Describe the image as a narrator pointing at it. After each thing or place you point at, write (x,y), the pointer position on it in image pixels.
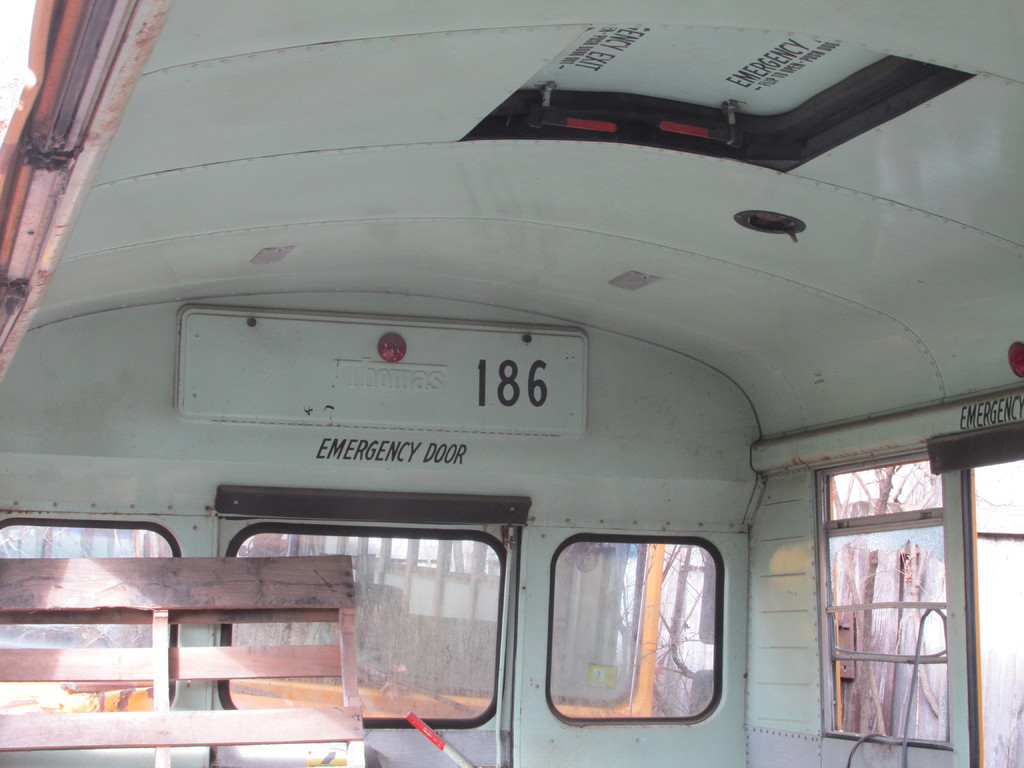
This image is taken in inside the vehicle (479,597). In this image there is a wooden structure (301,712) and a rod (420,724), there are few glass windows (479,610) through which we can see there are trees (666,634).
